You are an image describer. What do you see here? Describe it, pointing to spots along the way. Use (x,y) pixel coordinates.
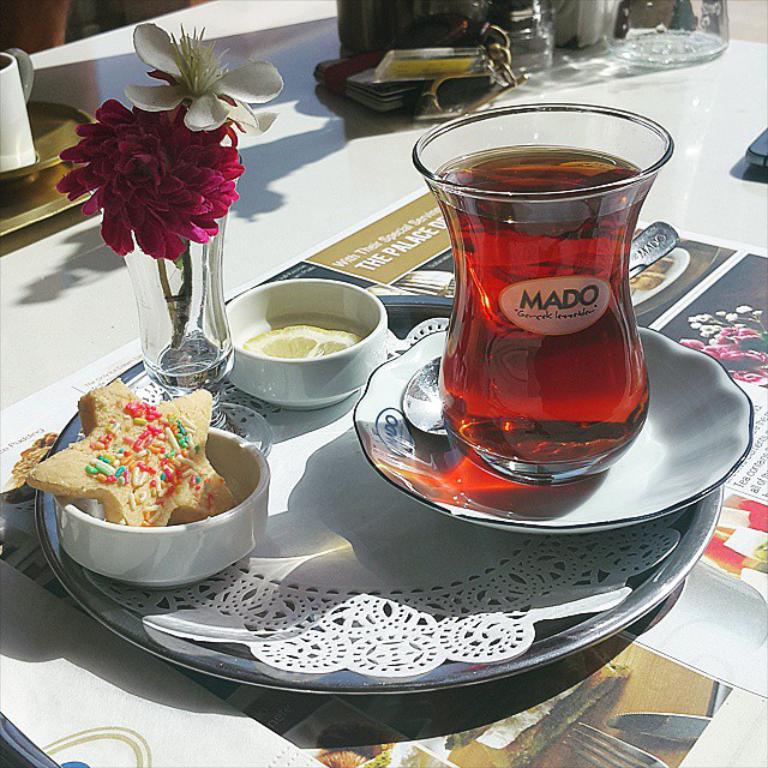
This image consists of table (26,671) on which there are plates (465,491) along with bowls (312,364) and glasses (523,22). In the front (534,283), there is a drink (540,368) kept in a glass (536,447) on the plate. And there are two small bowls (327,316).
